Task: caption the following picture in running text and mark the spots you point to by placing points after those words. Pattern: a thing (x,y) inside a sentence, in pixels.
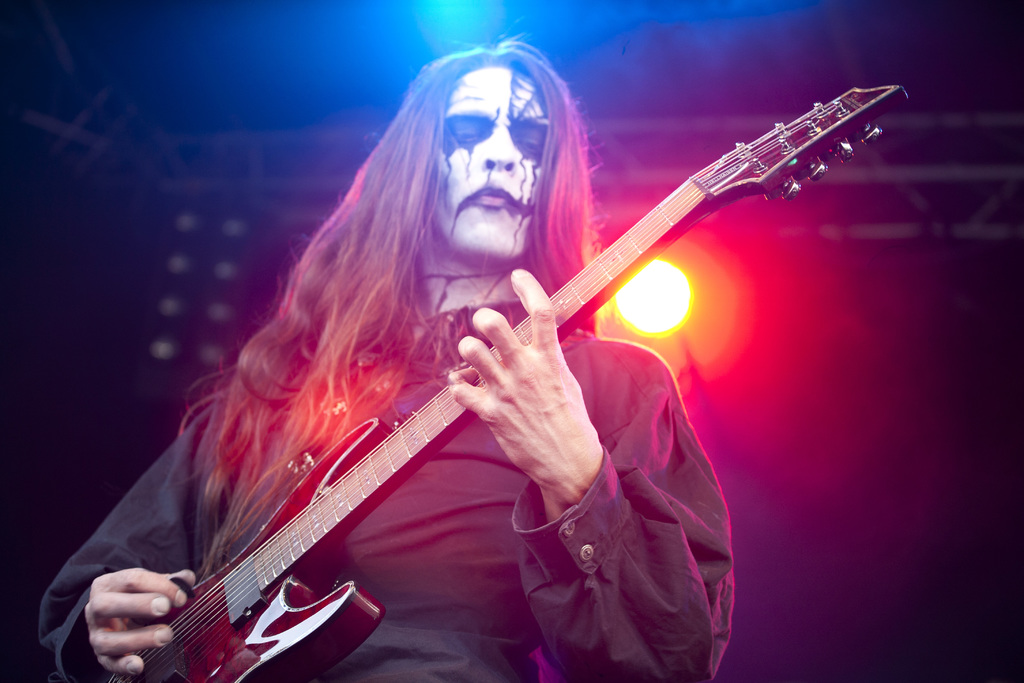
This image consists of a person (504,473) playing guitar (205,667). In the background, there is a light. The person (472,586) is wearing a black jacket (421,516). The guitar (374,479) is in brown color.
